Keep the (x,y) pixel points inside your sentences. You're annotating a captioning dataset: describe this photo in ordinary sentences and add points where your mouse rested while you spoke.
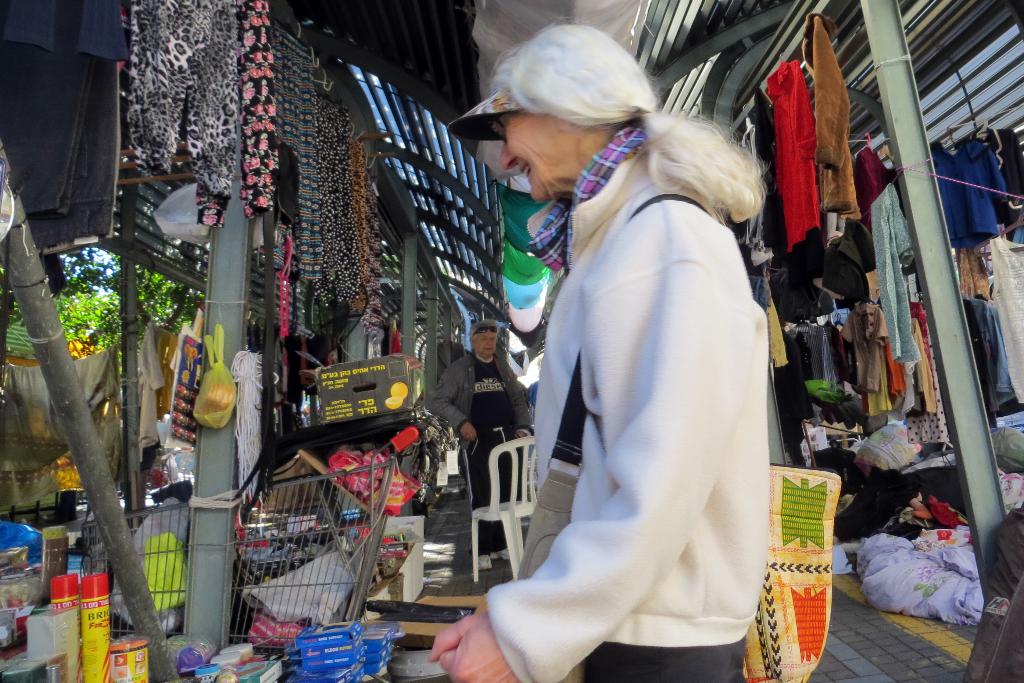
In the middle of the image (553,414) a woman (648,117) is standing and smiling and holding a bag (791,621). In front of her there are some bottles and soaps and poles (210,568) and clothes (354,260). Behind them there are some trees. Behind her there is a pole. Behind the pole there are some clothes (1016,505). At the top of the image (686,62) there is roof (864,62). Next to her there is a chair (491,516). Behind the chair (512,447) a person (502,457) is standing and watching.
